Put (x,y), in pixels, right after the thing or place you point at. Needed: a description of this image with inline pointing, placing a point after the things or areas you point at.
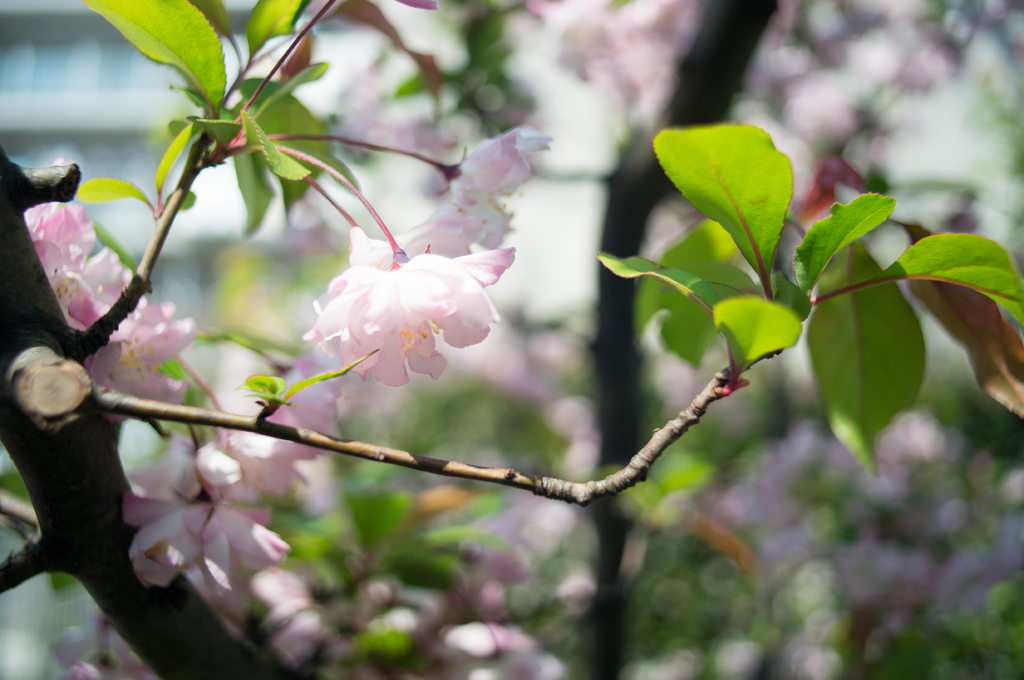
In this image there is a tree (108,551) with pink color flowers (664,29), and there is blur background (5,106).
